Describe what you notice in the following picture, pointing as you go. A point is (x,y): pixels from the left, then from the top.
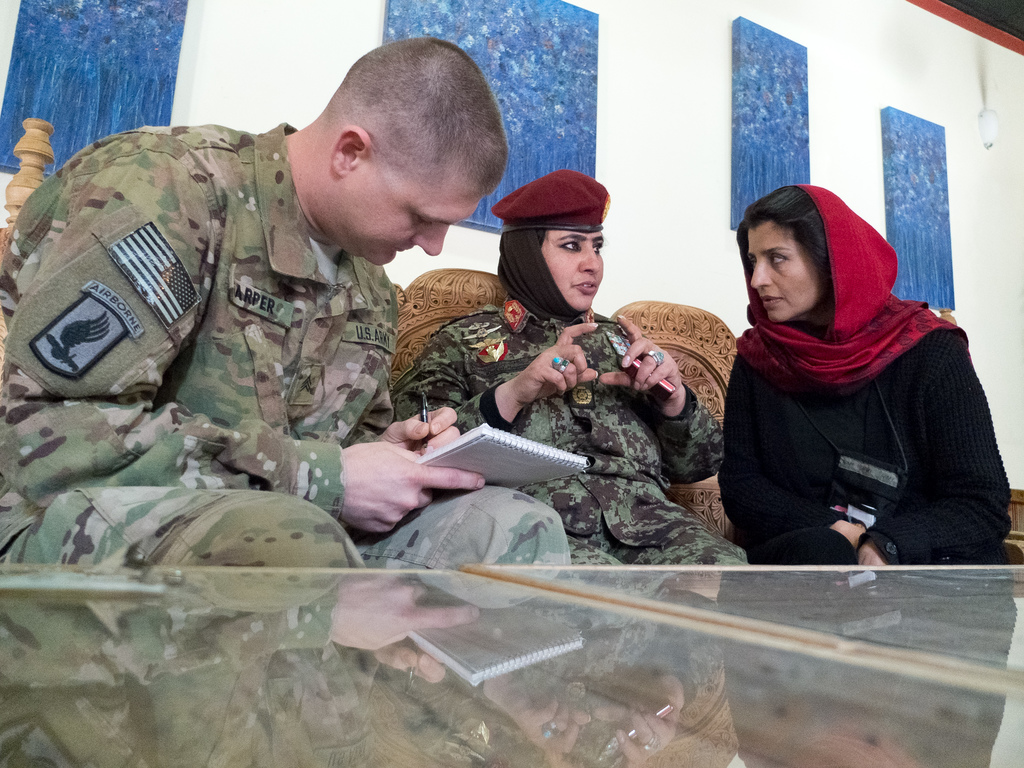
In this image we can see two women (626,338) sitting. We can also see a man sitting and holding the pen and also the book (487,478). Image also consists of the glass table (707,623). In the background (130,45) we can see some blue color boards (141,100) attached to the wall (958,106). We can also see the light (992,134).
